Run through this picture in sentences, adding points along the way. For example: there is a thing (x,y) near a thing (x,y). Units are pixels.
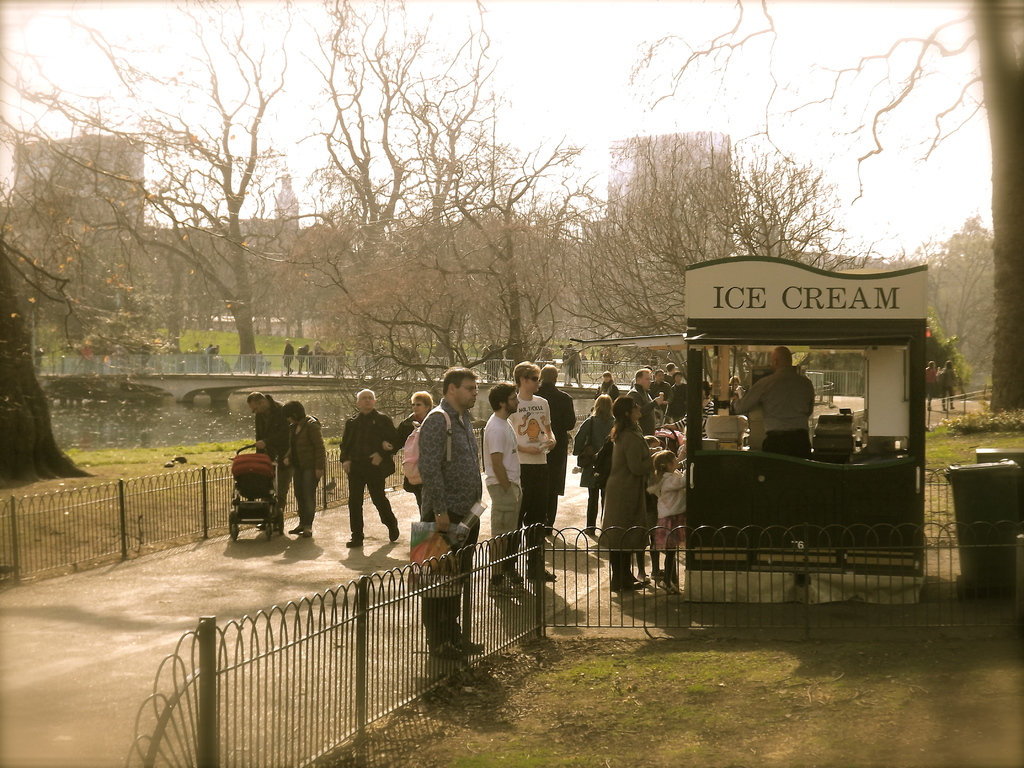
Here in this picture on the right side (791,340) we can see an ice cream shop (712,330) present on the ground (936,596) over there and we can see people (544,485) standing and walking on the road (262,565) over there and we can see railings (48,510) present on either side and we can see the ground (54,484) is fully covered with grass (710,672) over there and we can also see plants (286,316) and trees (829,255) present all over there and in the far we can see buildings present over there.
